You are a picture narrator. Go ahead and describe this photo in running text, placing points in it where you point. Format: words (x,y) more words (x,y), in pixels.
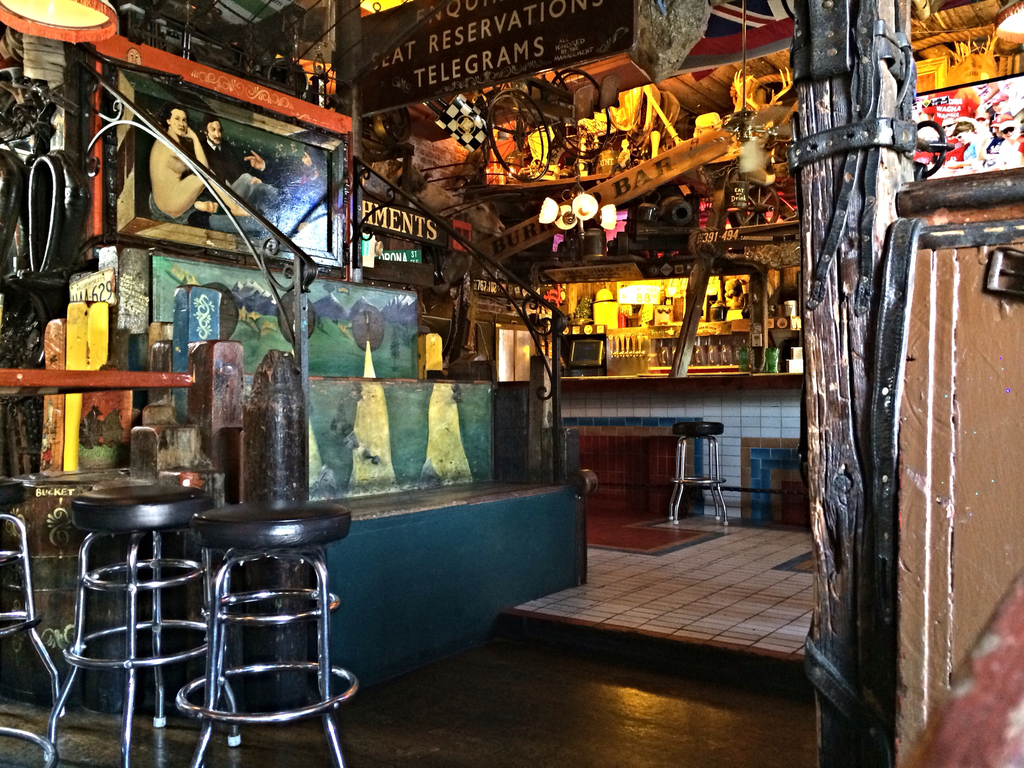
In this image I can see two stools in black color. Background (219,221) I can see a frame (156,161) attached to the wall (273,273) and the wall (347,339) is in multi color. I can also see few lights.
